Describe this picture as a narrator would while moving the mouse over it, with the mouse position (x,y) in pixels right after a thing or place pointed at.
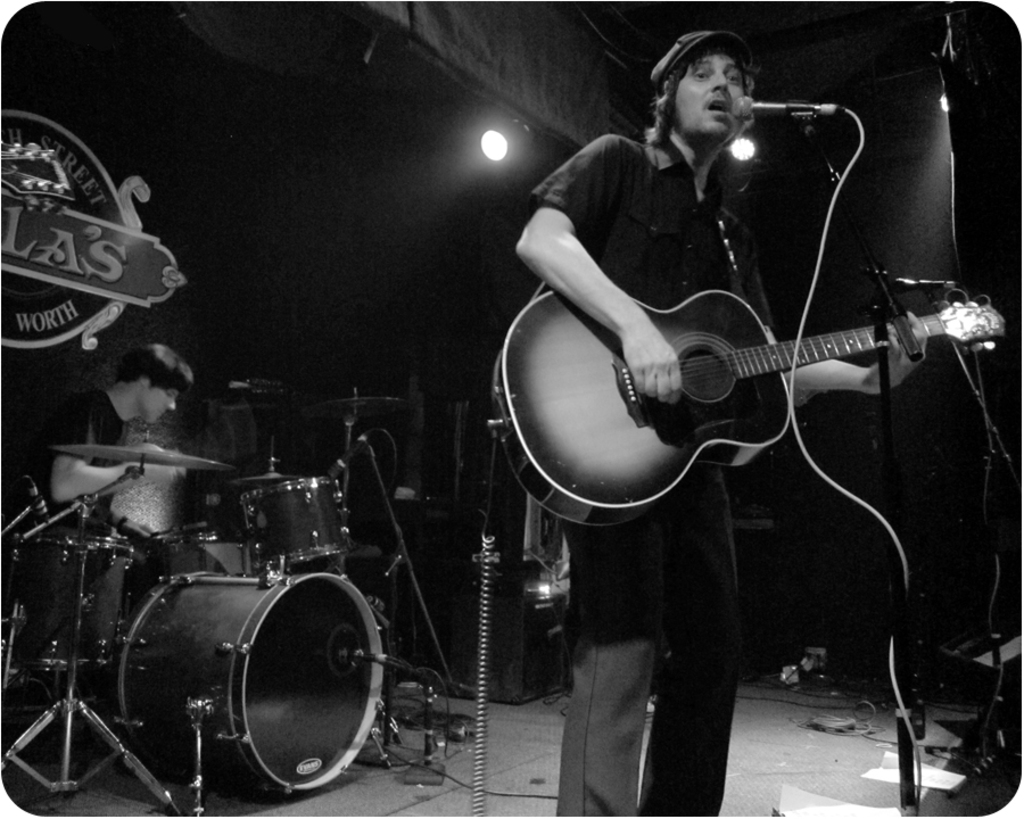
In this image, In the right side (699,194) there is a man (620,270) standing and holding a music instrument (566,452) which is in black color he is singing in the microphone (742,112), In the left side (41,582) there are some music instruments (142,652) there is a person (91,490) sitting and playing the music instruments (256,554), In the top (499,132) there is a white color light (498,154) in the middle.
